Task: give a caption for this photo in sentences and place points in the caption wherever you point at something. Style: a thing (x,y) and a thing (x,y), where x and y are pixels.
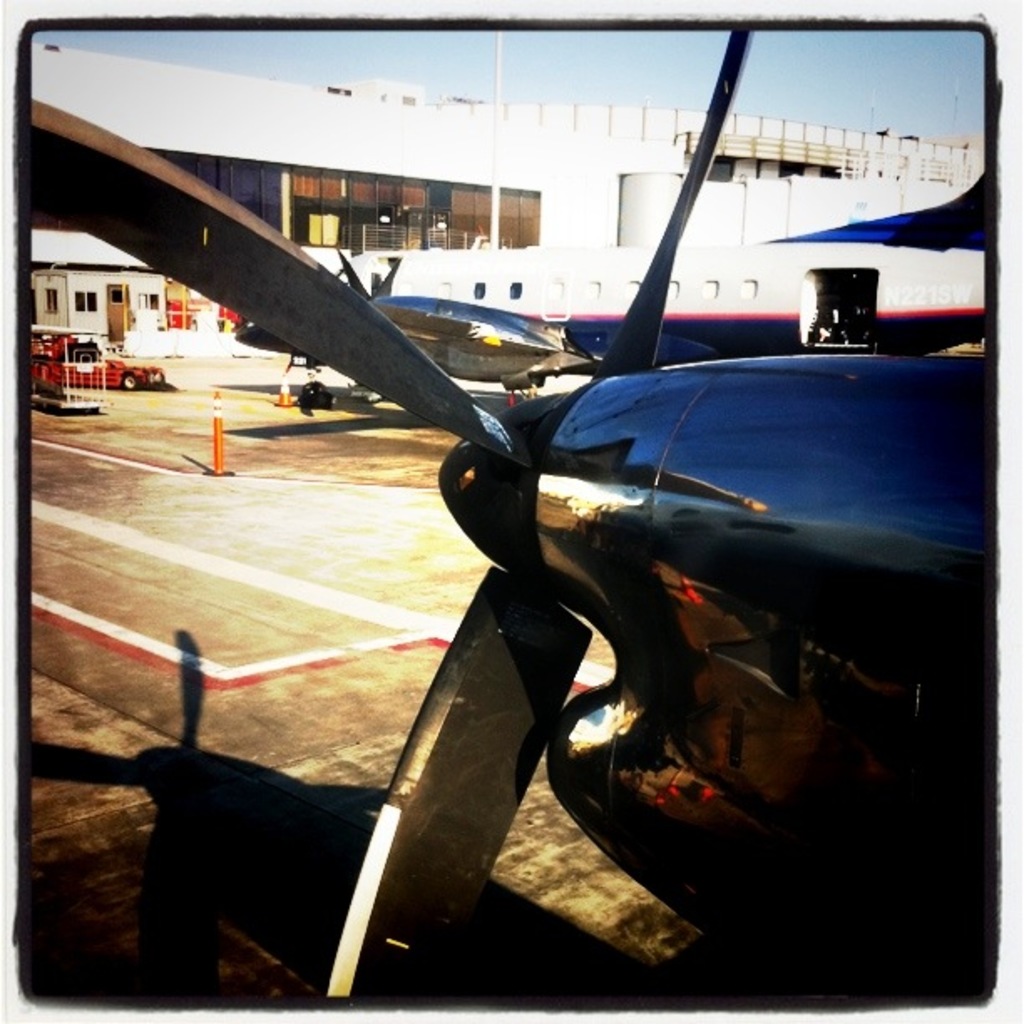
In this image there are few airplanes (483,369) and few vehicles (52,354) are on the road (268,488) having few traffic cones (218,431) on it. Background (45,313) there is a building (105,329) having windows (388,211) and doors (123,321). Top of image (438,49) there is sky (558,80).
